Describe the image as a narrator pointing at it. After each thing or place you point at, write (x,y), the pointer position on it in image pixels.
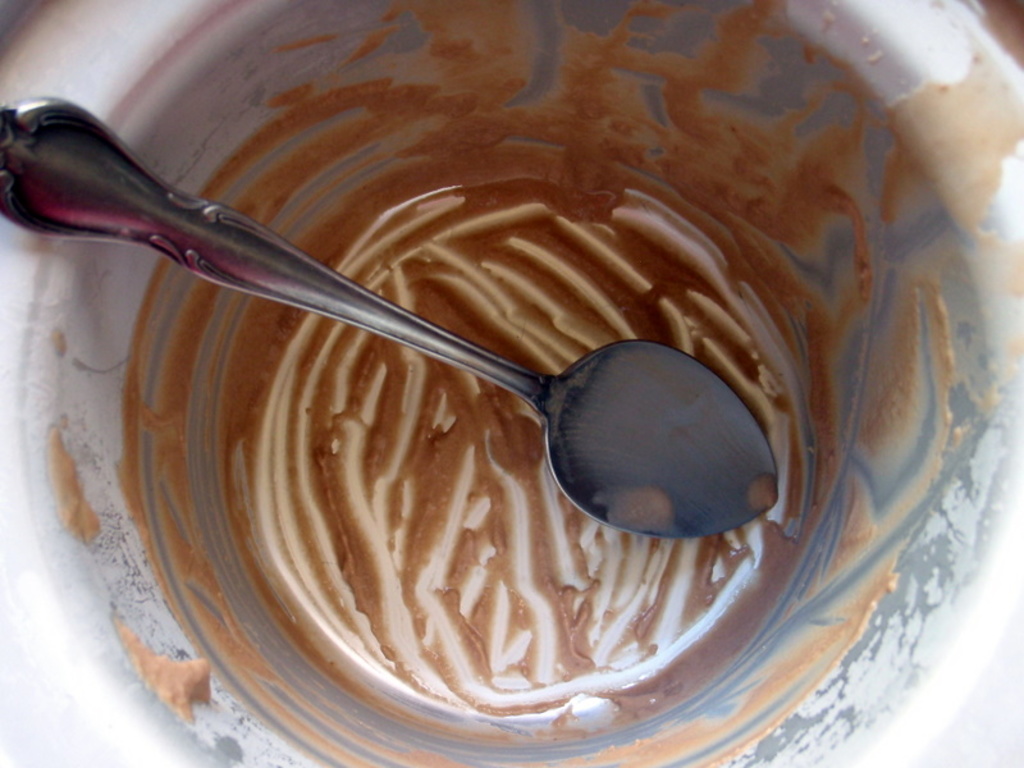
In this image I can see the metal container (178,48) which is ash in color. I can see a brown colored thing (528,230) in the container (524,209) and a spoon (573,412) which is silver in color in the container (176,183).
